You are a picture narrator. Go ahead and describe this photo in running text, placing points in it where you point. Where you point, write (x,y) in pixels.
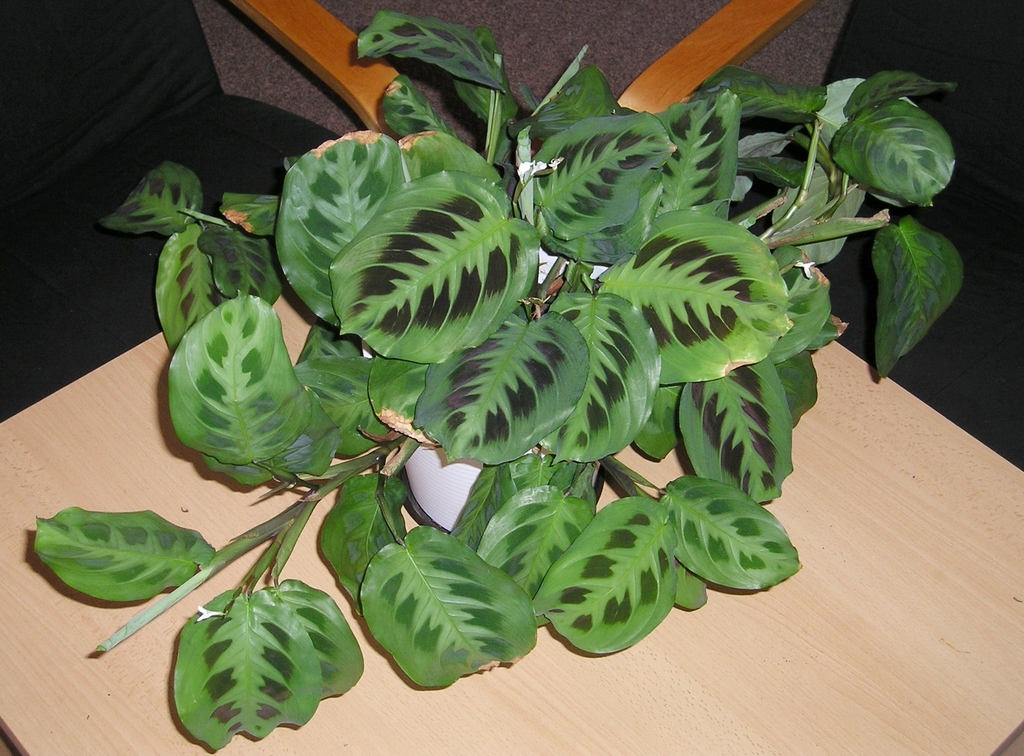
In this image we can see a plant (370,453) in a pot (431,505). The pot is placed on a table (670,673). At the top (997,50) we can see the chairs (954,66).
